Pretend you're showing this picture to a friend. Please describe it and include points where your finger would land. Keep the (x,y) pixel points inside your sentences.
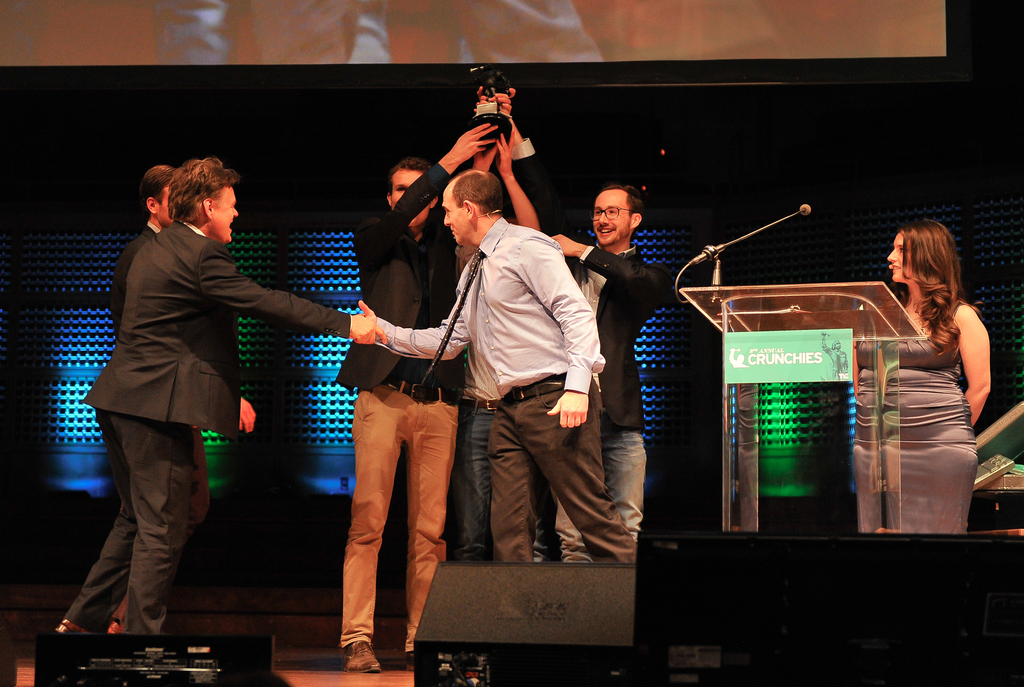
In the middle (594,268) 2 men (535,178) are lifting the prize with their hands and smiling. They wore black color coats (536,164). On the left side (166,319) a man (143,351) is standing and shaking the hands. On the right side (918,435) a beautiful woman (918,374) is standing.
